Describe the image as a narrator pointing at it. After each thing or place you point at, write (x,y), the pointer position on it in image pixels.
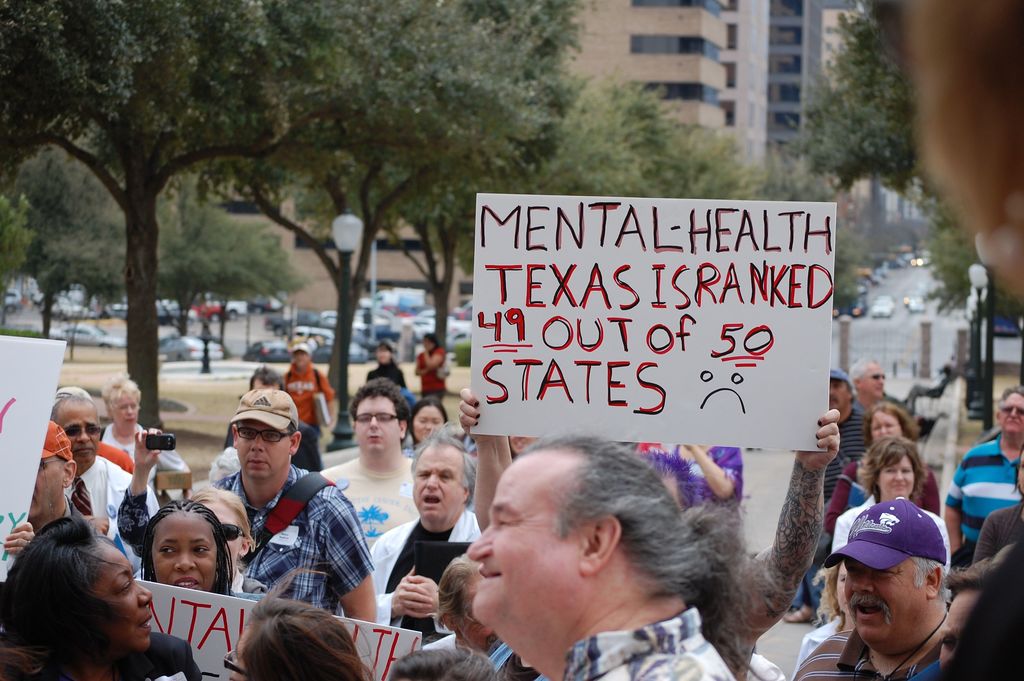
In front of the image there are a few people (96,539) holding the placards (641,394) and there are a few people (921,631) standing. In the background of the image (149,126) there are cars (996,330), trees (218,91), light poles (970,412), buildings (671,10) and poles (921,338).
